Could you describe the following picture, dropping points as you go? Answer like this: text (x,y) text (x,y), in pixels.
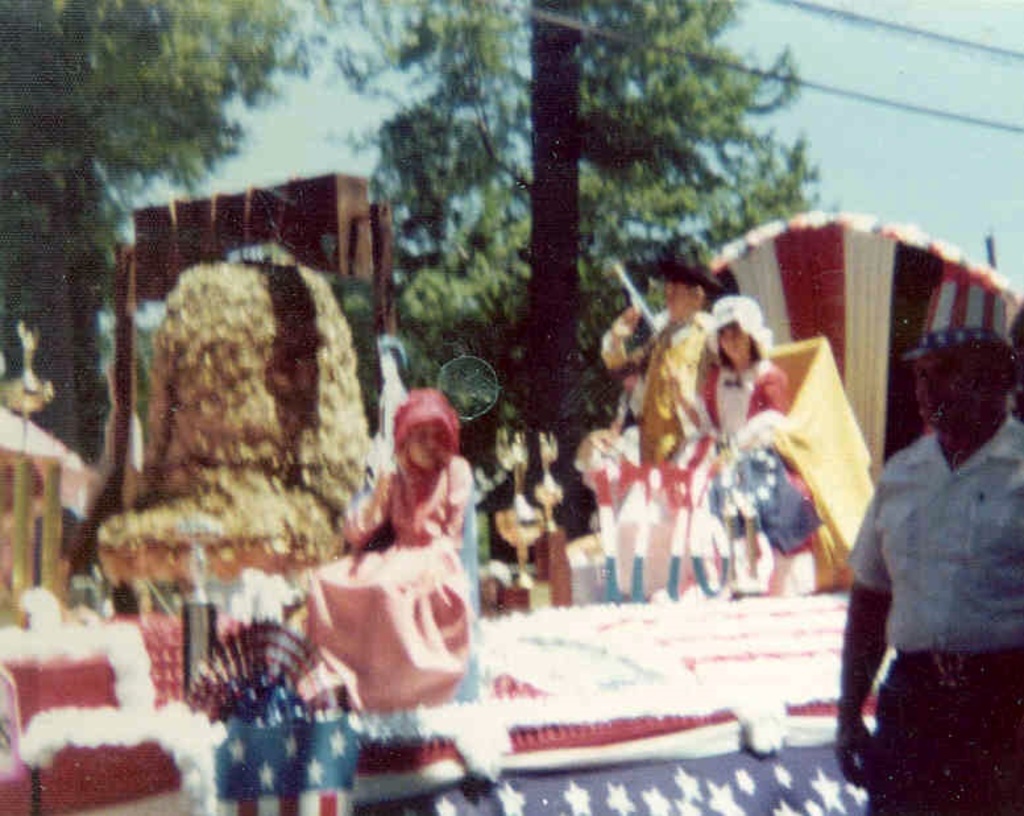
In this image there is one person (894,597) at right side (937,569) is wearing white color shirt (942,556). There is one stage (478,701) in middle of this image (618,538) and there is one person (738,444) sitting in white color dress (736,387) is at right side of this image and there are some trees (45,159) in the background (551,201) and there is a sky (835,140) at top of this image (833,88). there are some objects (266,548) kept at left side of this image (193,559). There is one person (403,524) standing in middle of this image (669,434).
